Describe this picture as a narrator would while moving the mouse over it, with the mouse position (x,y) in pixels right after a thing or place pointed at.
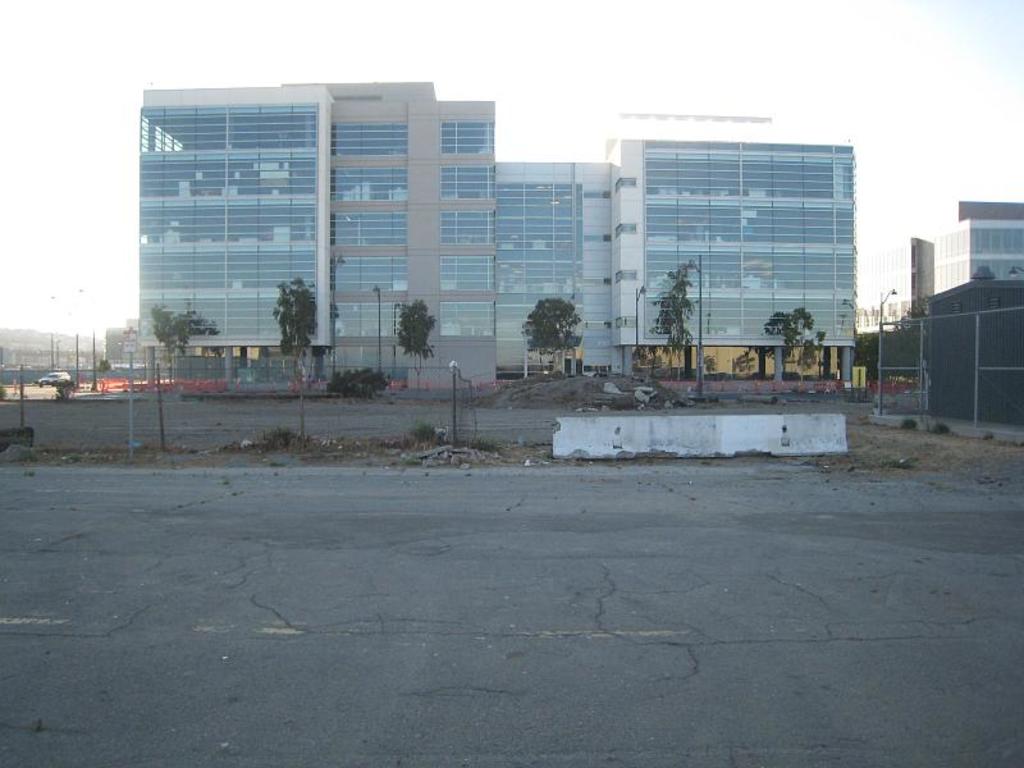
In this image, we can see some trees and buildings (662,210). There is a road (622,626) at the bottom of the image (694,624). There are poles (302,365) in the middle of the image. There is a sky (551,67) at the top of the image (562,73).
